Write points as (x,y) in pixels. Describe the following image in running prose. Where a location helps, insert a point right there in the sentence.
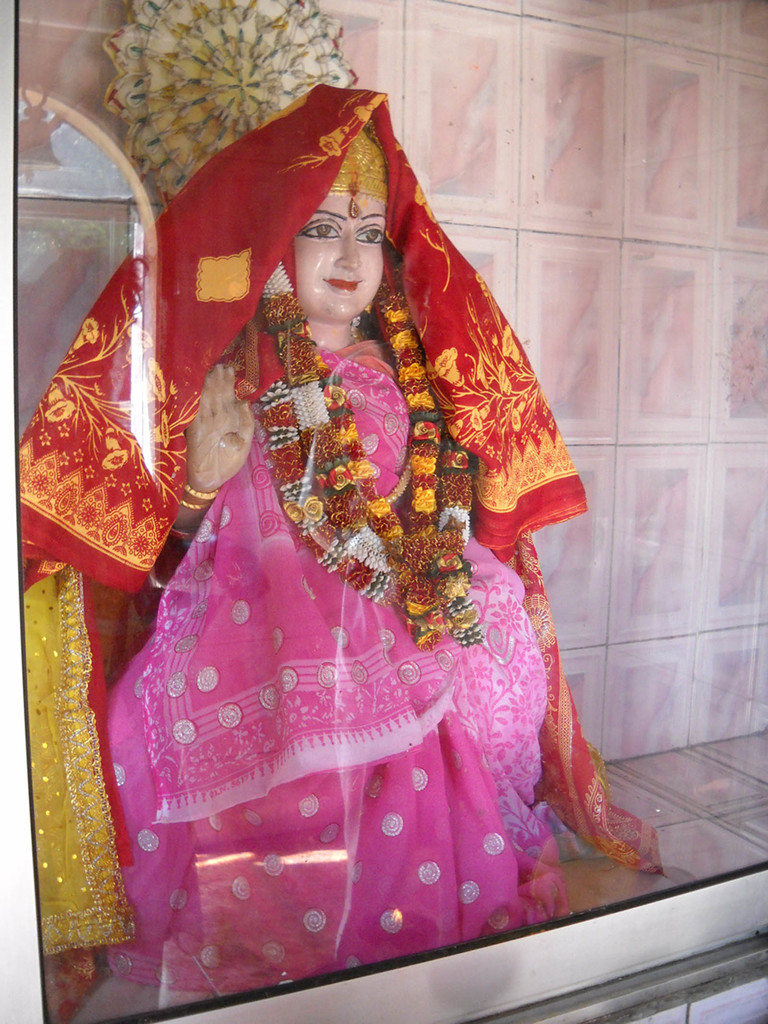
This is the picture of an idol (311,253) which most of the Indians worship. The idol (344,530) is covered with sarees (515,441) and its decorated with garlands (421,416). The idol (292,841) is placed in a glass shelf (165,994) and in the background (619,435) we can observe the wall (594,202) which is covered with the tiles (601,164).
